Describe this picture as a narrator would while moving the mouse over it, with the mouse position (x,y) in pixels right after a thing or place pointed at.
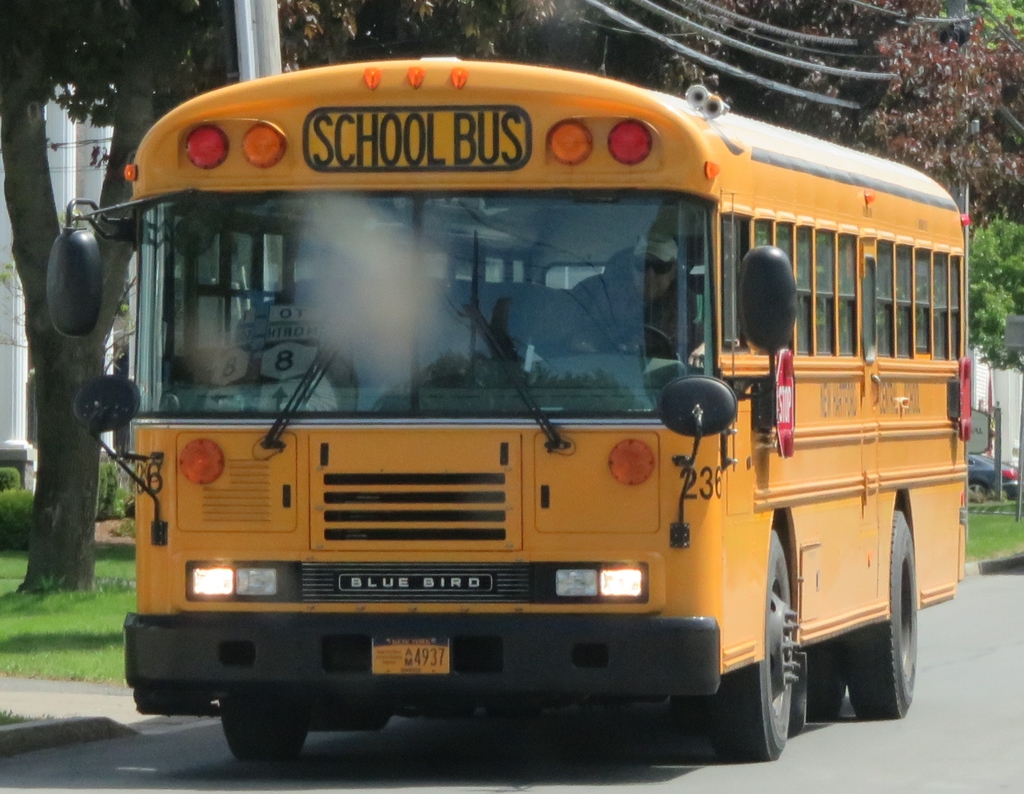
In this image we can see a school bus (507,529) on the road (481,734). In the background (78,32) we can see the trees (844,65) and also electrical poles (262,58) with wires (877,74). Building (15,394) and grass (111,614) are also visible in this image.
